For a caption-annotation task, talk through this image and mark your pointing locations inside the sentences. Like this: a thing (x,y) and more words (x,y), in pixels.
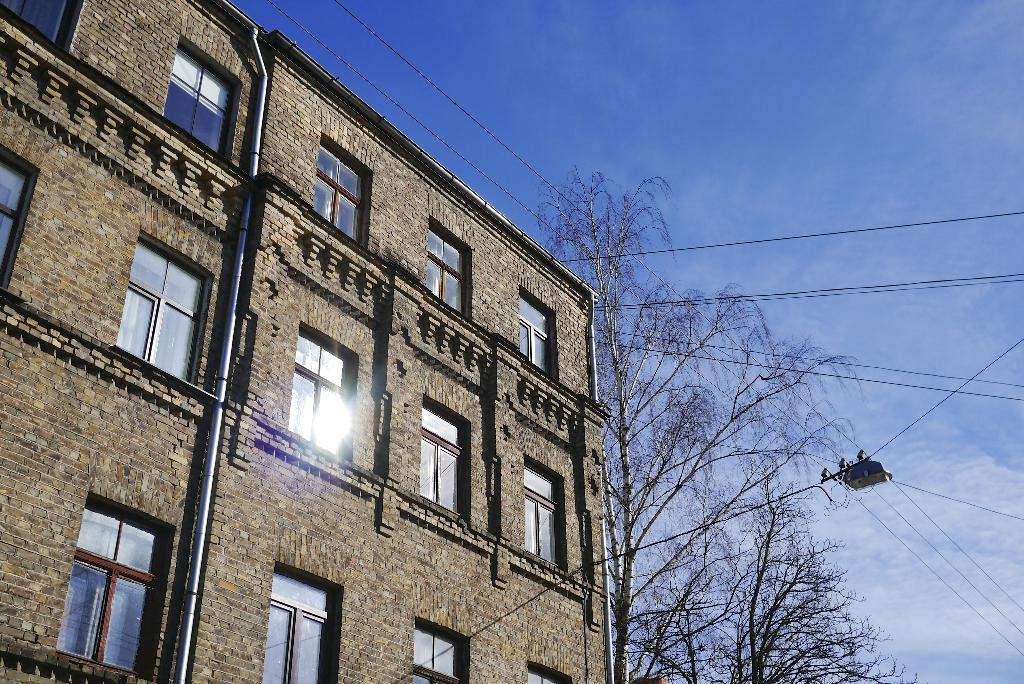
In the image we can see the building (174,422) and these are the windows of the building (93,409). Here we can see electric wires (616,259), trees (674,432) and the sky (809,131).
